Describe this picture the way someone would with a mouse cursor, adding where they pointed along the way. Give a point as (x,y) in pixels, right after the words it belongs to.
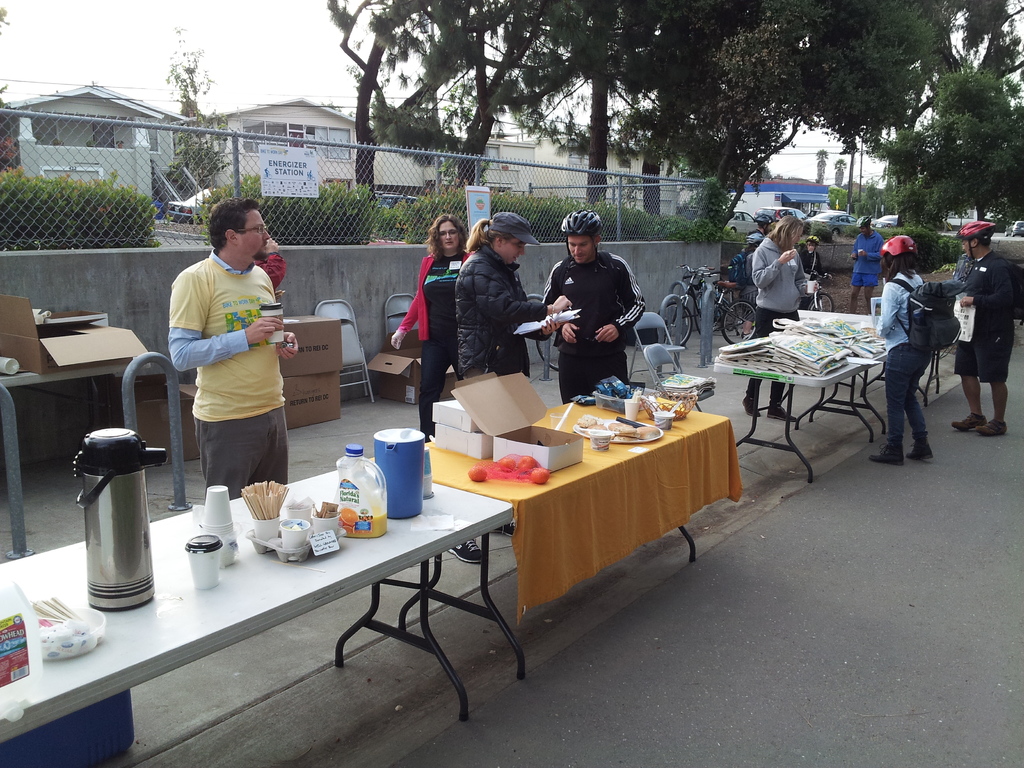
This image describes about group of people (744,251), few are standing in the middle of the road (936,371) and few are standing on the side walk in front of them we can see food items (666,419) bags (681,383) on the table (240,575), and also we can see couple of houses (105,106) trees (593,69) and cars (886,225).
